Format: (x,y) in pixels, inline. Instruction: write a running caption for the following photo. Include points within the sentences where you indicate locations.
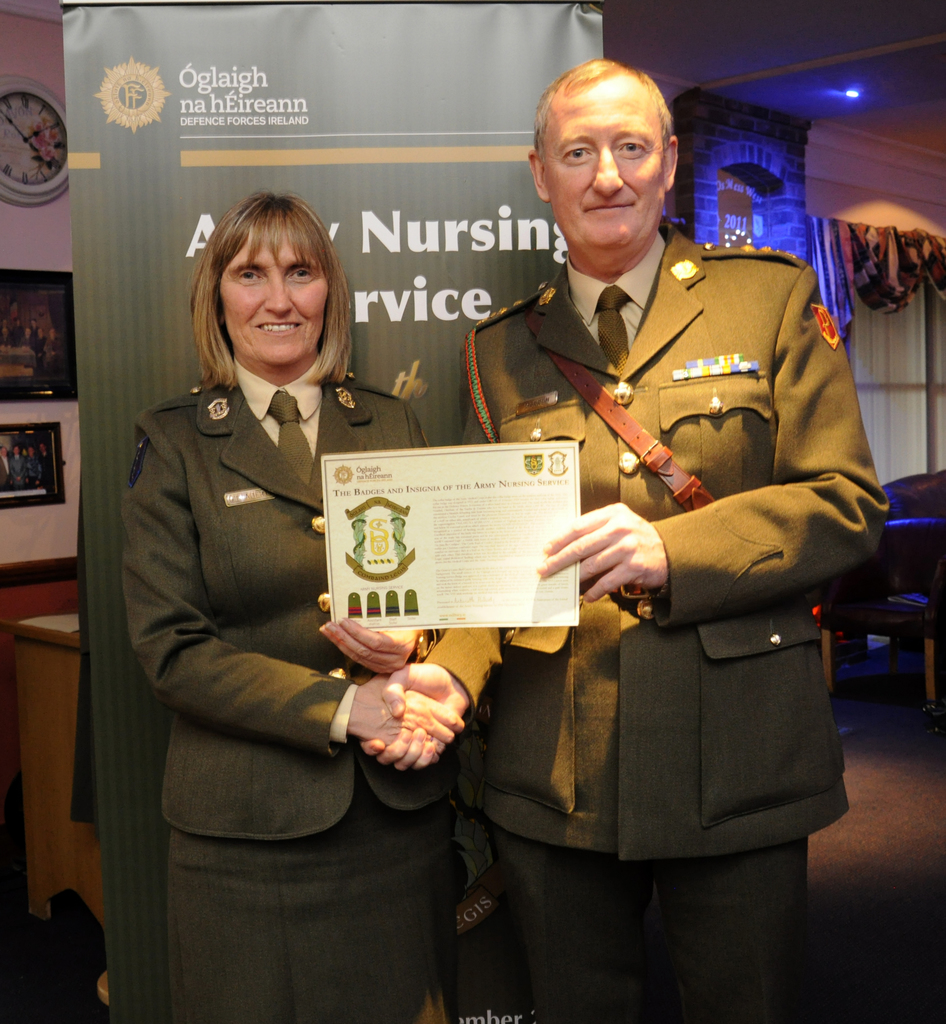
A man (665,595) is standing with a certificate (491,613) in his hands (627,542) and shaking the hands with a woman (365,772) who is standing beside of him both of them wear a military dress (559,889) behind them there is a banner (130,218) and there are lights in the right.
